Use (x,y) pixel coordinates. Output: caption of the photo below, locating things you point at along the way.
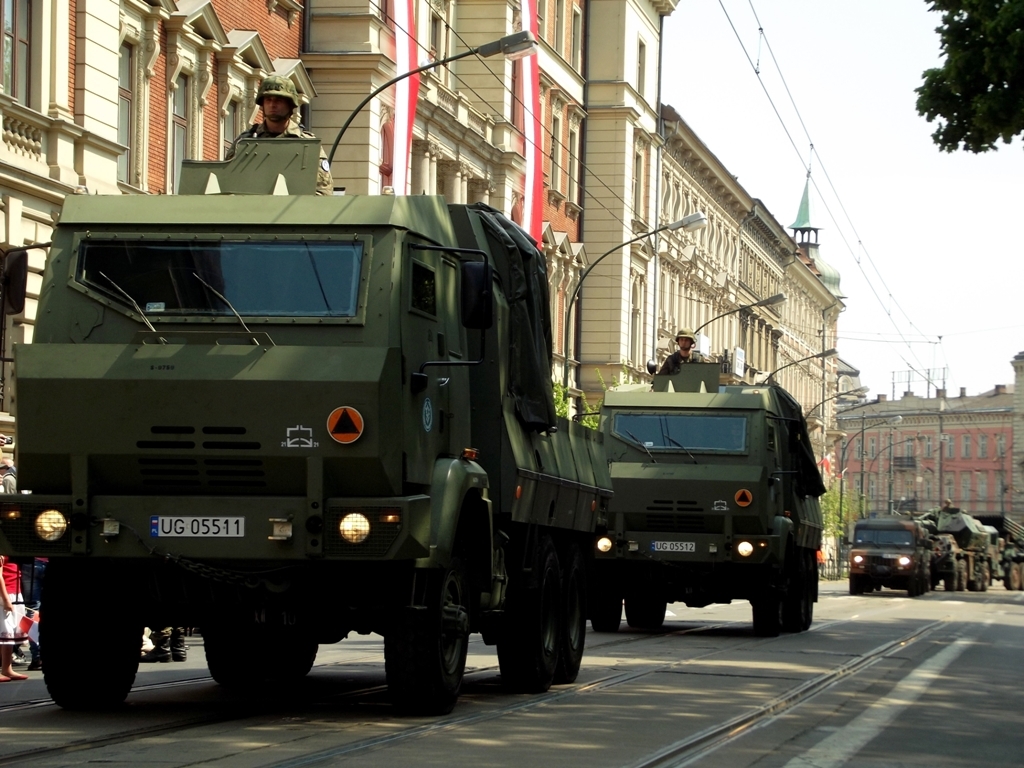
In this picture we can see army people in the vehicles (791,545) are on the road (769,748), around we can see some buildings (667,303), trees (956,9).
